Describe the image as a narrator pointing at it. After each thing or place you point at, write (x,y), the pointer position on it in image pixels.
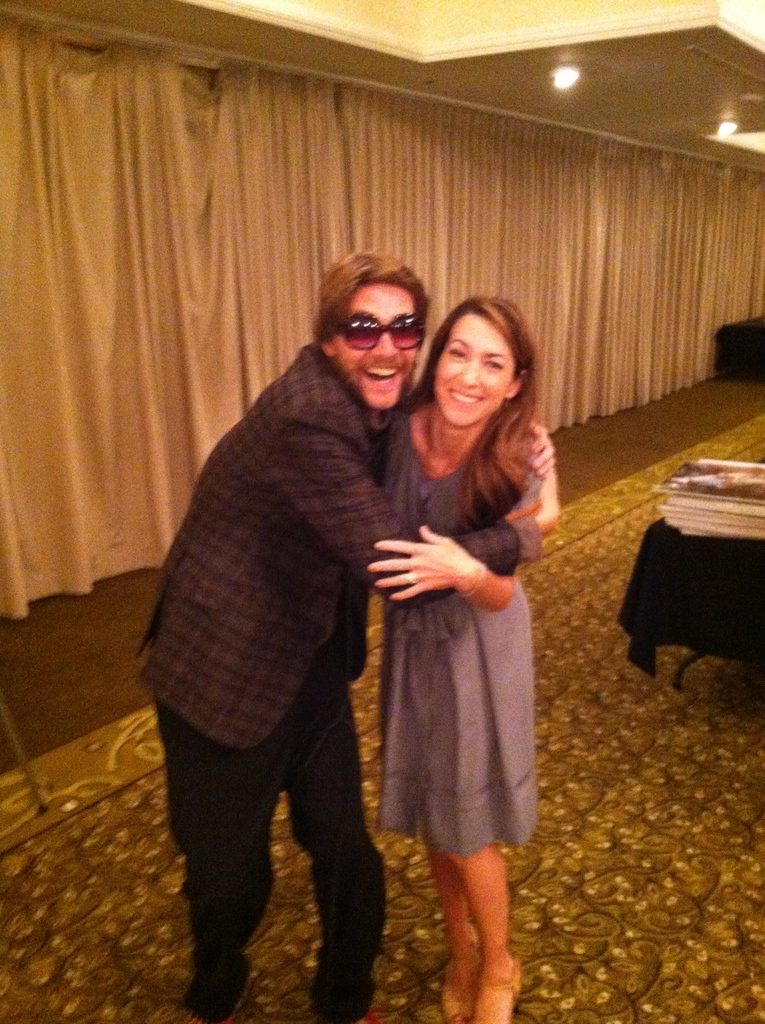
This picture is clicked inside. On the left (216,493) there is a man (309,473) wearing blazer (299,492), goggles (405,327), smiling and standing on the ground (171,928). On the right (510,377) there is a woman (427,483) wearing dress (448,483), smiling and standing on the ground (525,883). On the right corner (723,524) we can see there are some objects (707,480) placed on the top of the table (675,594) and we can see the ground (600,722) is covered with the floor mat (626,776). At the top (643,66) there is a roof (606,96) and the ceiling lights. In the background (549,180) we can see the curtains (527,235).
